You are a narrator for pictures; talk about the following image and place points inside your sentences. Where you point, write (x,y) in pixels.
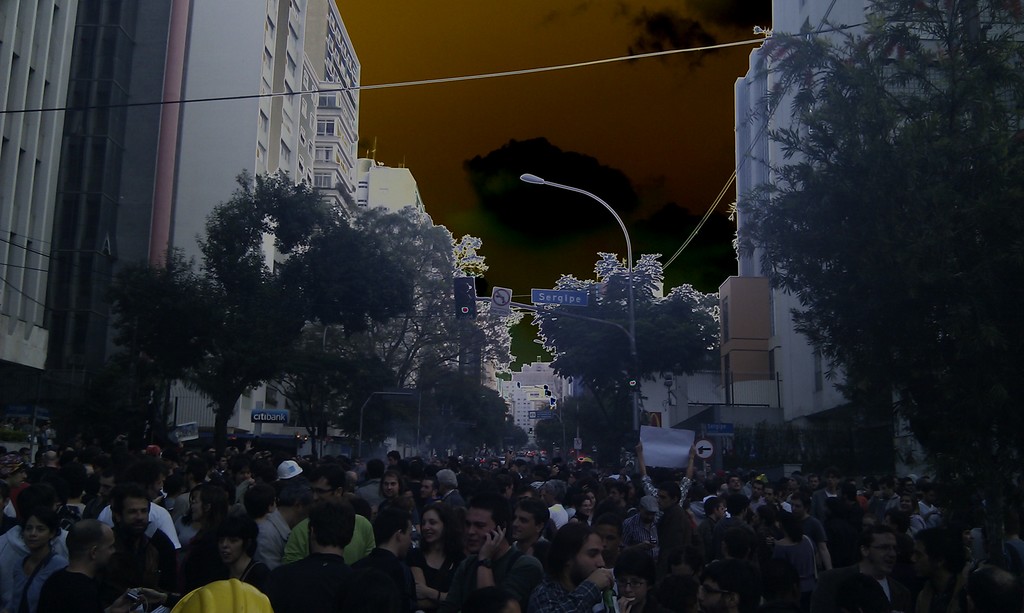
In this image I can see at the bottom (364,461) a group of people (474,498) are there, in the middle (487,319) there are trees (496,345). There are buildings (356,148) on either side at the top (555,91) it is the sky (540,86) and it is an edited image.
